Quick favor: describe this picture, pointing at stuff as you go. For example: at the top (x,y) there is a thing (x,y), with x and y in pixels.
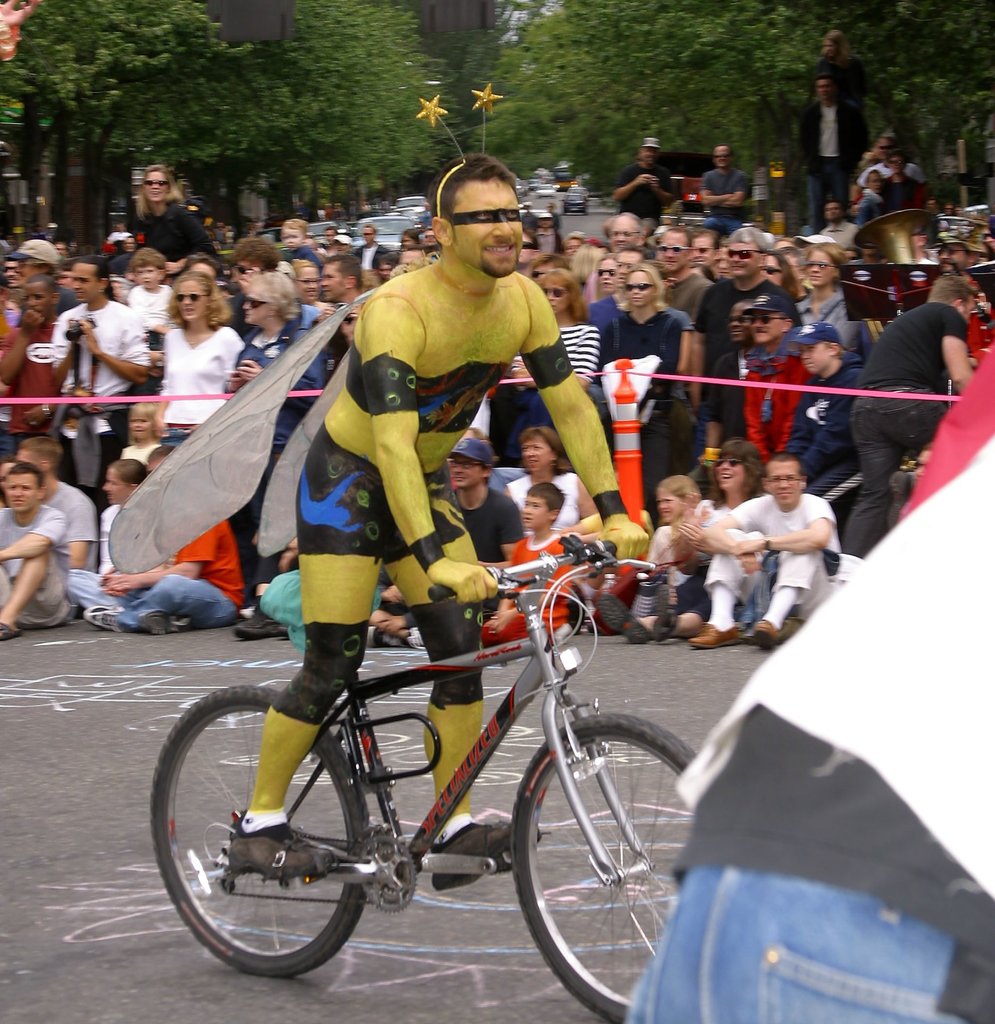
In this image, there are some persons (636,228) wearing colorful clothes (810,334). There is a person (461,364) riding a bicycle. There are some trees (599,151) and cars (386,220) behind these persons (340,260).
